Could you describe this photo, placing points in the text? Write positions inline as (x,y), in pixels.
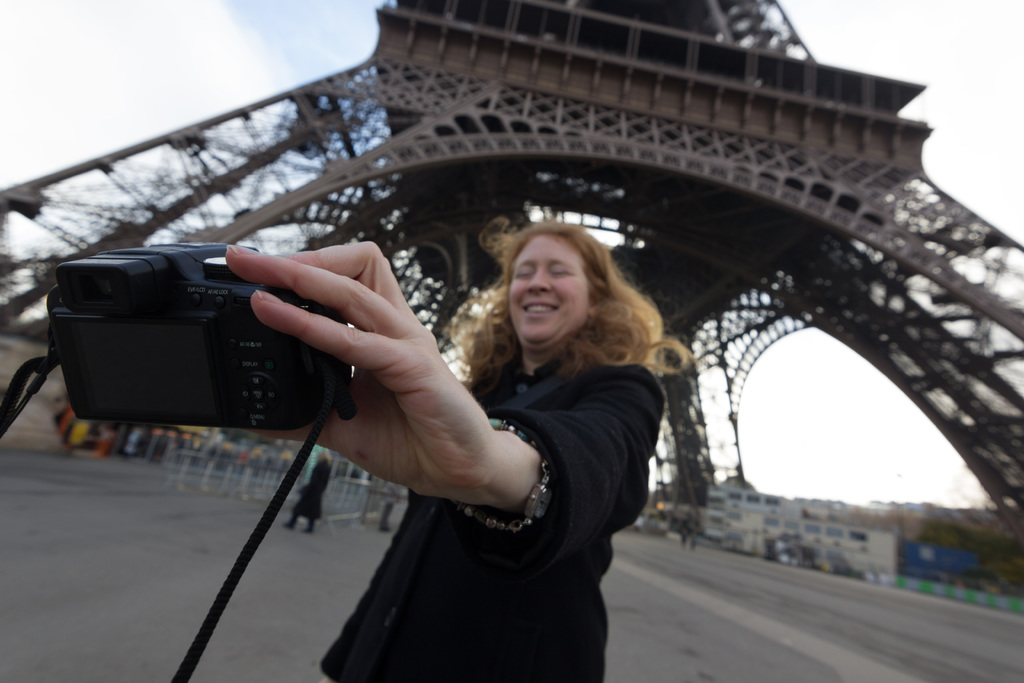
In this image I see a woman (503,679), who is smiling and holding a camera (334,361). In the background (89,468) i see few people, the path (622,552), tower (661,472) and the sky (938,82).
